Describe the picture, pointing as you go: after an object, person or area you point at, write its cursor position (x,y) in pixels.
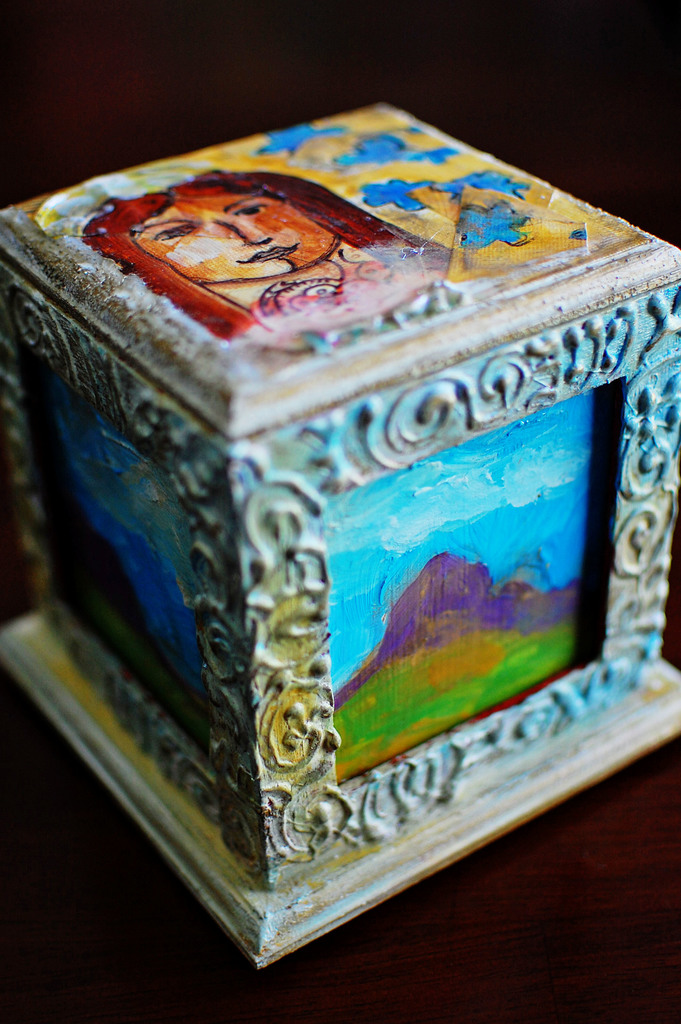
In this image we can see a box (49,581) on each face (530,626) we can see something is painted. The background of the image (621,13) is dark.
